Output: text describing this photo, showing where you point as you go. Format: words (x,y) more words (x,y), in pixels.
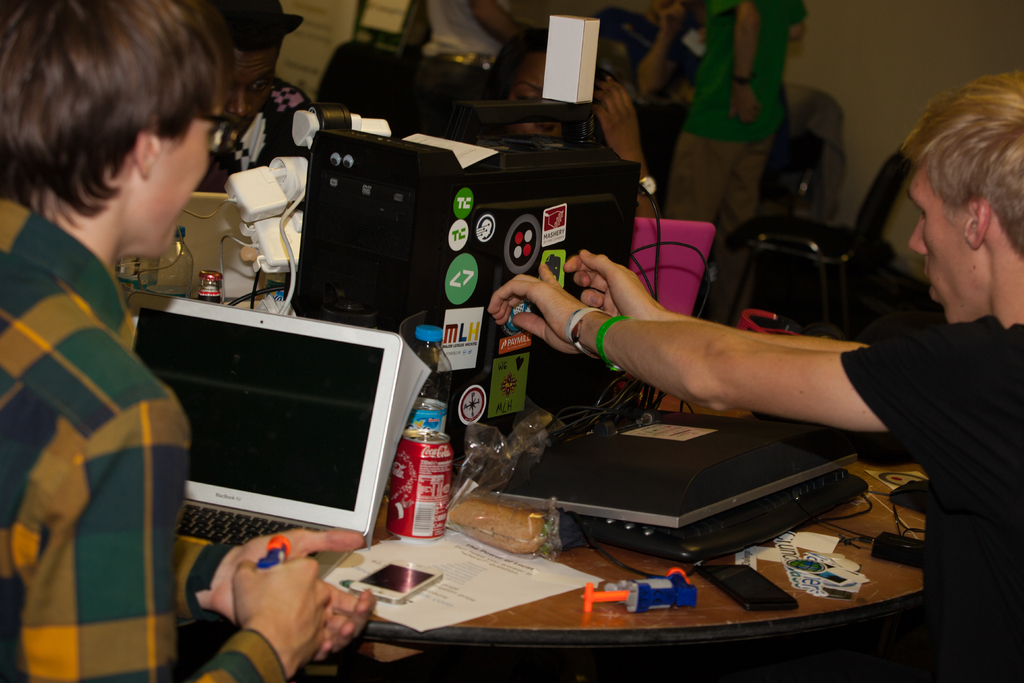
In this image I can see six persons (989,507) and a table (724,602) on which there are laptops (621,504), cans (391,521), mobiles (714,570), papers (525,582), boxes (384,227) and so on. In the background (818,73) I can see a wall (817,87). This image is taken in a room (287,330).
